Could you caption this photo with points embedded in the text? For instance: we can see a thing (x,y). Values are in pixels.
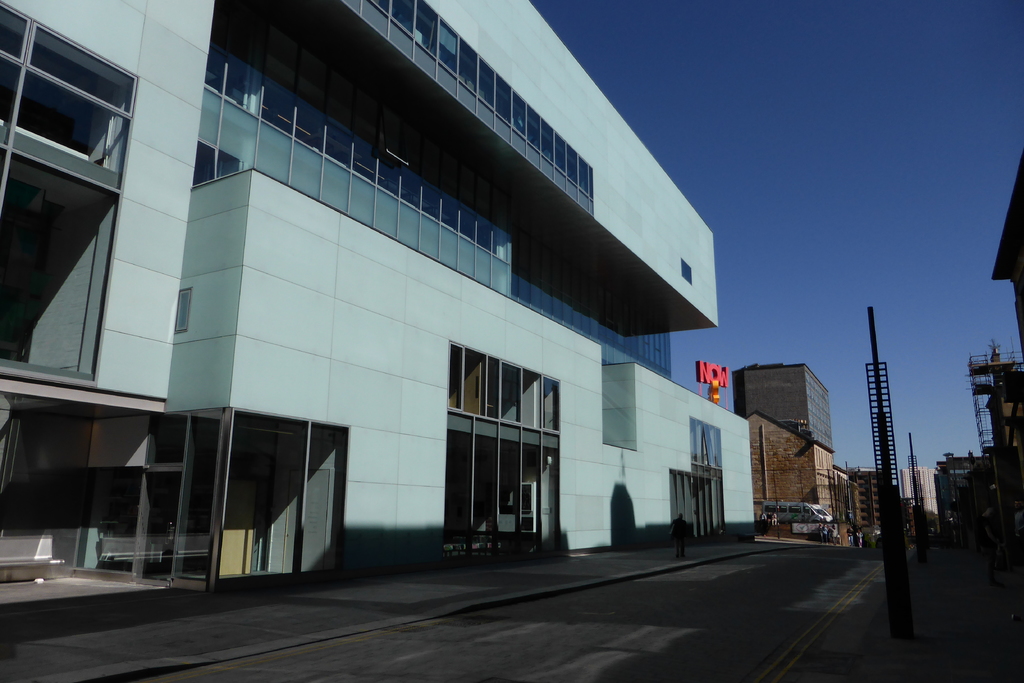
In this image I can see at the bottom (637,626) it is the road (660,617). On the left side (116,278) there are buildings (405,361) with window glasses (449,262), in the middle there is the name (709,370) in red color light (723,368). At the top (889,171) it is the sky (840,158).
